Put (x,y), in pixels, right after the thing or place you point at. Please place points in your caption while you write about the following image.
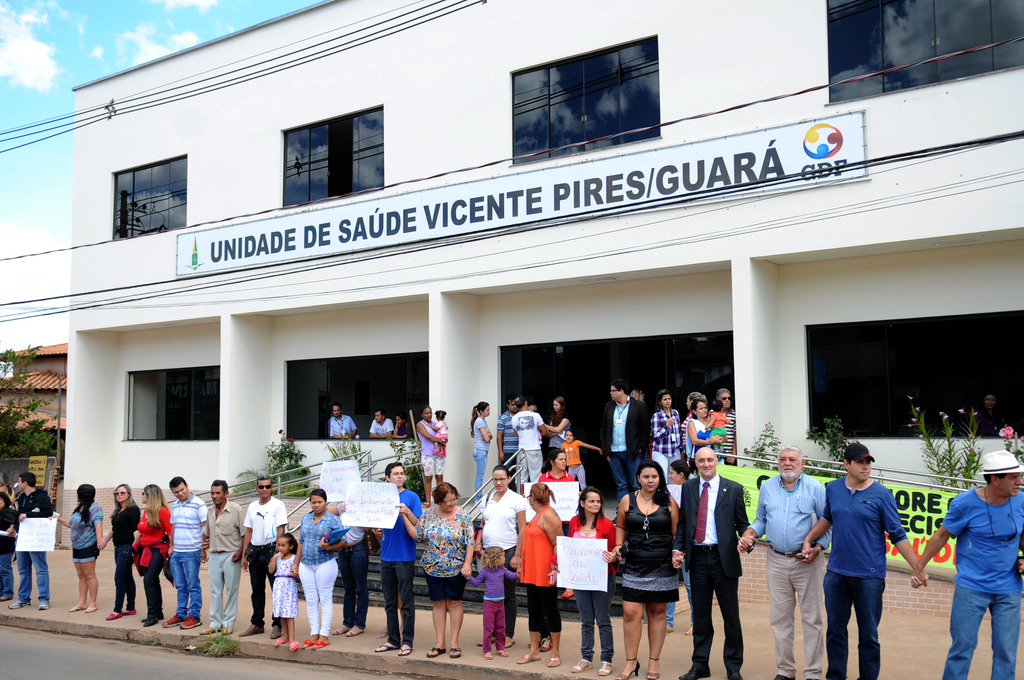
In the center of the image (491,346) there is a building (802,215). At the bottom (963,510) we can see people (679,546) standing and holding boards (370,502). There are trees (12,432). We can see wires (235,217). At the top (123,28) there is sky (162,31).
